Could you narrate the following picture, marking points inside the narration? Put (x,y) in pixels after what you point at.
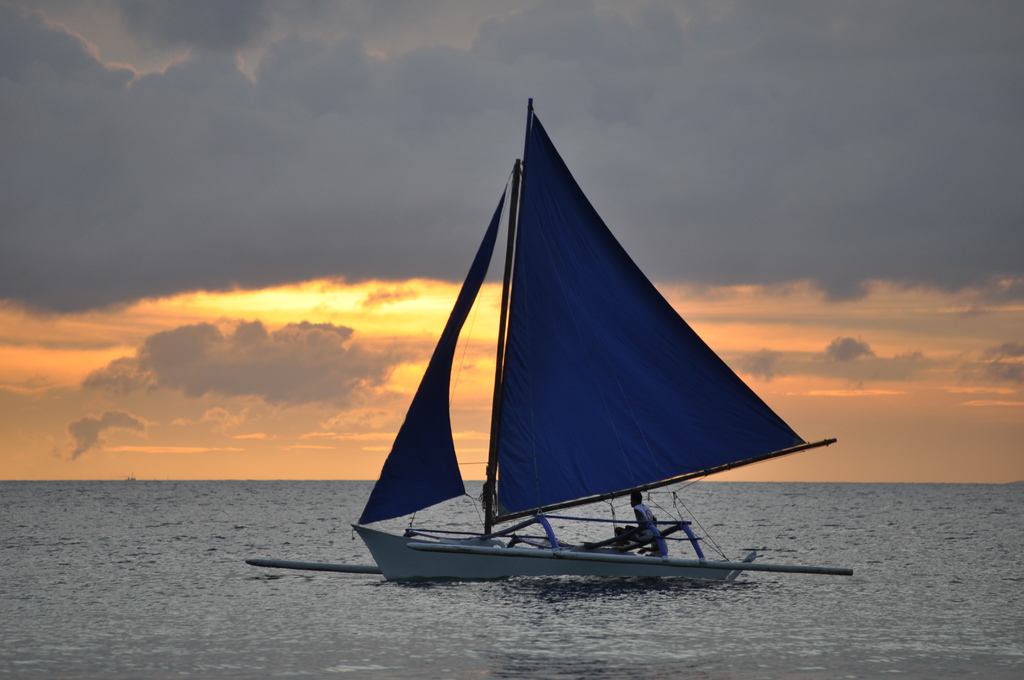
In the picture I can see the ocean (950,499) and there is a sailing ship (485,516) in the water (686,548). I can see one person (627,528) in the ship (566,306). There are clouds (742,213) in the sky (628,243).
